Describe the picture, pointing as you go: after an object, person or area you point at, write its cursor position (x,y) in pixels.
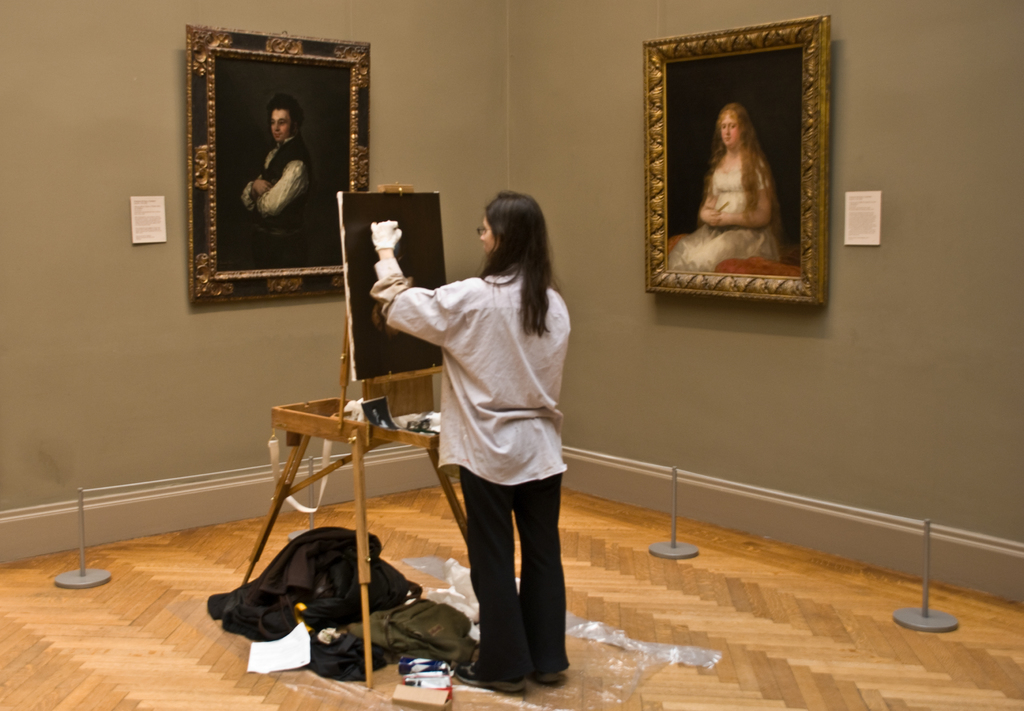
In this image we can see a person (514,387) painting on a board (408,351). There are few objects (288,639) on the ground (392,662). Behind the person (529,378) we can see a wall (903,234). On the wall (465,129) we can see photo frames (764,133) and papers (137,226).
